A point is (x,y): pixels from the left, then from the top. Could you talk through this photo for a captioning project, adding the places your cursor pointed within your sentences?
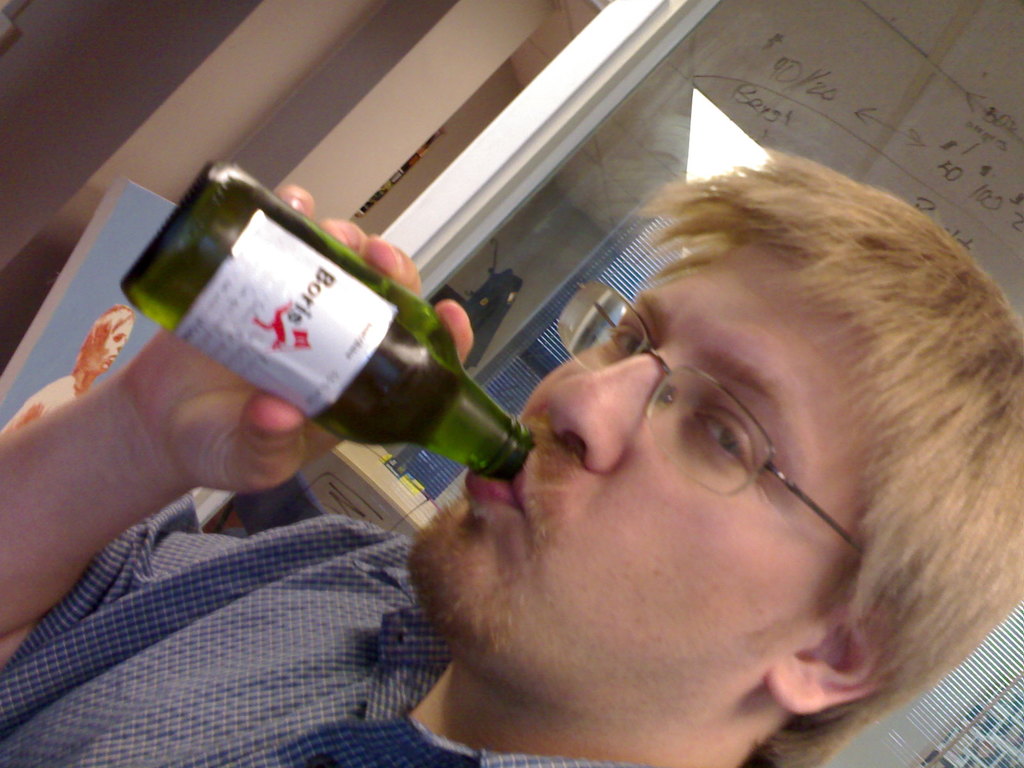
One man (512,599) is drinking and standing in the picture wearing glasses (660,431) behind there is a glass (787,109) on which some text (967,183) is written and left corner (120,234) one photo (75,380) is present.
